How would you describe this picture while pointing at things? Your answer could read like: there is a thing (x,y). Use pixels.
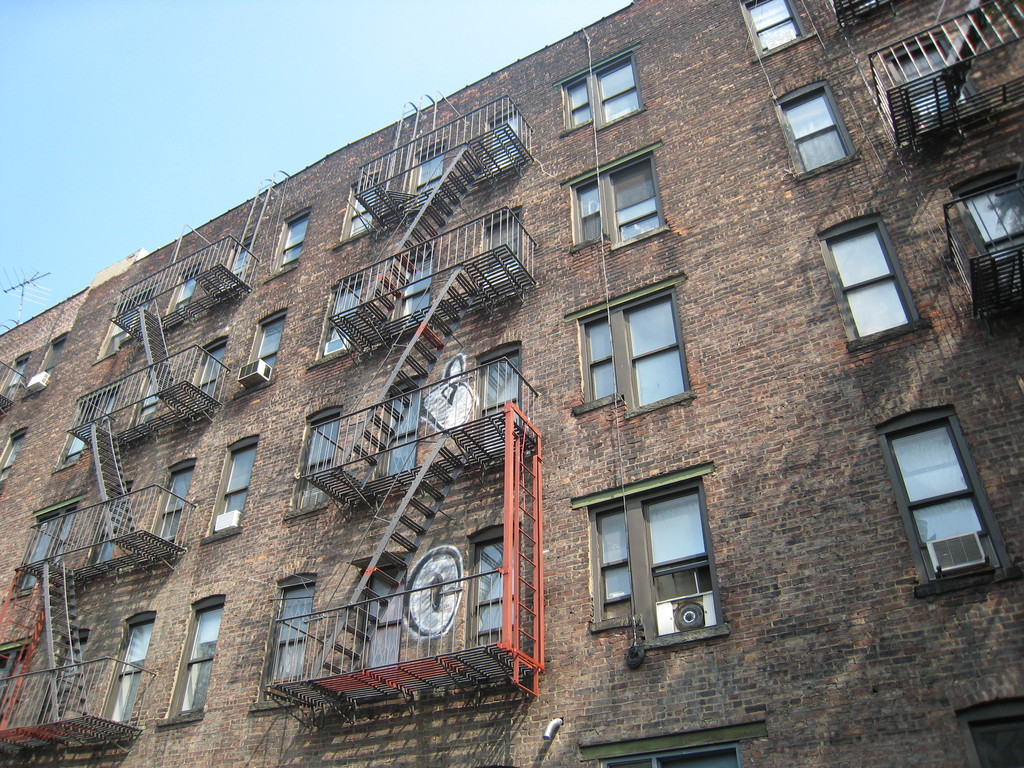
In this image, we can see a building (1001,359), there are some windows (978,200) on the buildings (645,173), we can some stairs (368,594) and railings (16,681). At the top (276,44) we can see the blue sky (266,33).
